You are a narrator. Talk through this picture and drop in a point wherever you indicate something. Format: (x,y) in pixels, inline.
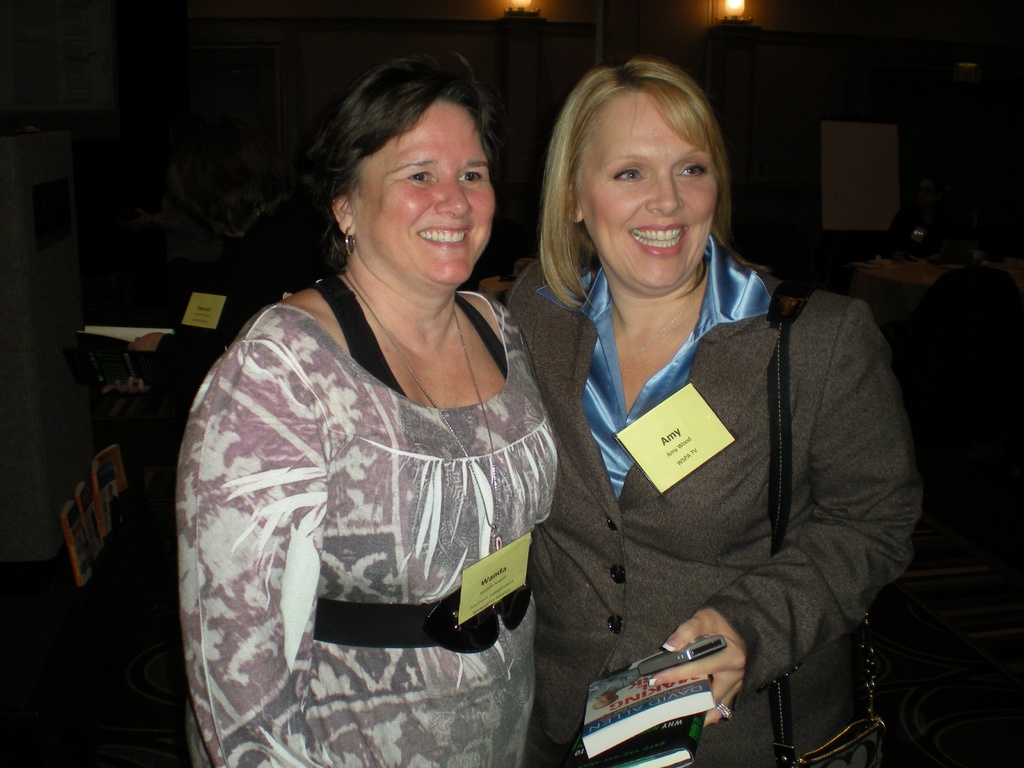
In this image, we can see persons (700,546) wearing clothes (321,595). There is a person (841,444) on the right side of the image (822,412) holding a phone (686,654) and book (686,709). There are lights (514,12) at the top of the image (734,14).
